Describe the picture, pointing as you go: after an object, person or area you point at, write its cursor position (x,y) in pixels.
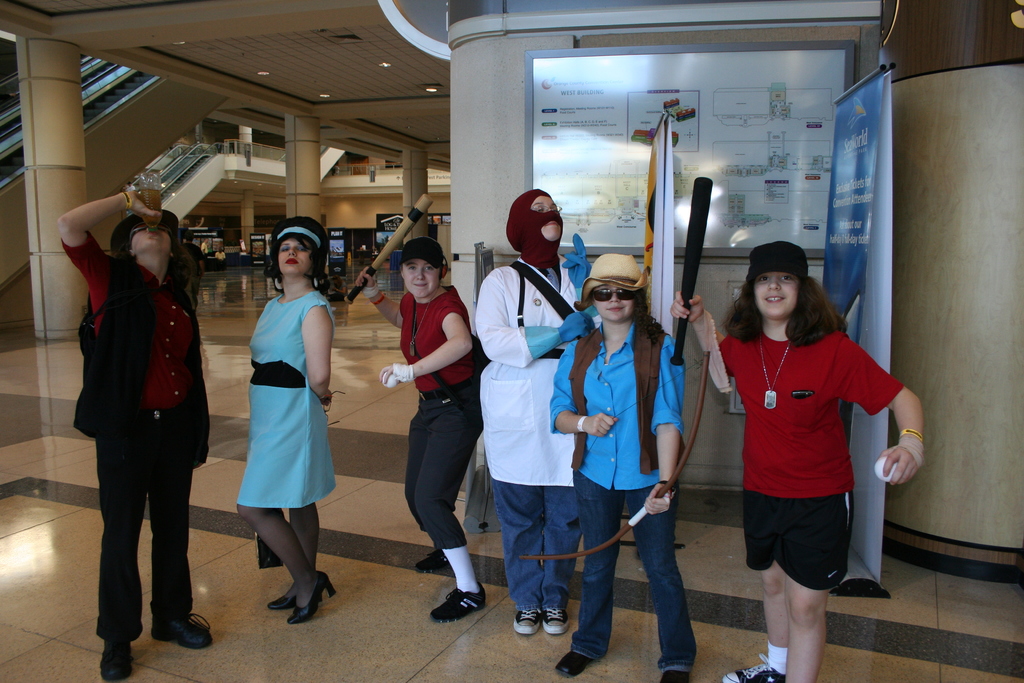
In this image I can see the group of people (472,363) are standing inside the building (298,170). These people (624,450) are wearing the different color dresses (534,480) and few people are holding the bats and one person (134,221) holding the bottle (144,181). I can see few people (391,317) wearing the caps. At the back of these people (574,264) I can see the boards (800,204) and banners (857,194). To the left (187,199) I can see the railing (192,166), stairs (192,166) and also many boards (252,261). There are lights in the top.
